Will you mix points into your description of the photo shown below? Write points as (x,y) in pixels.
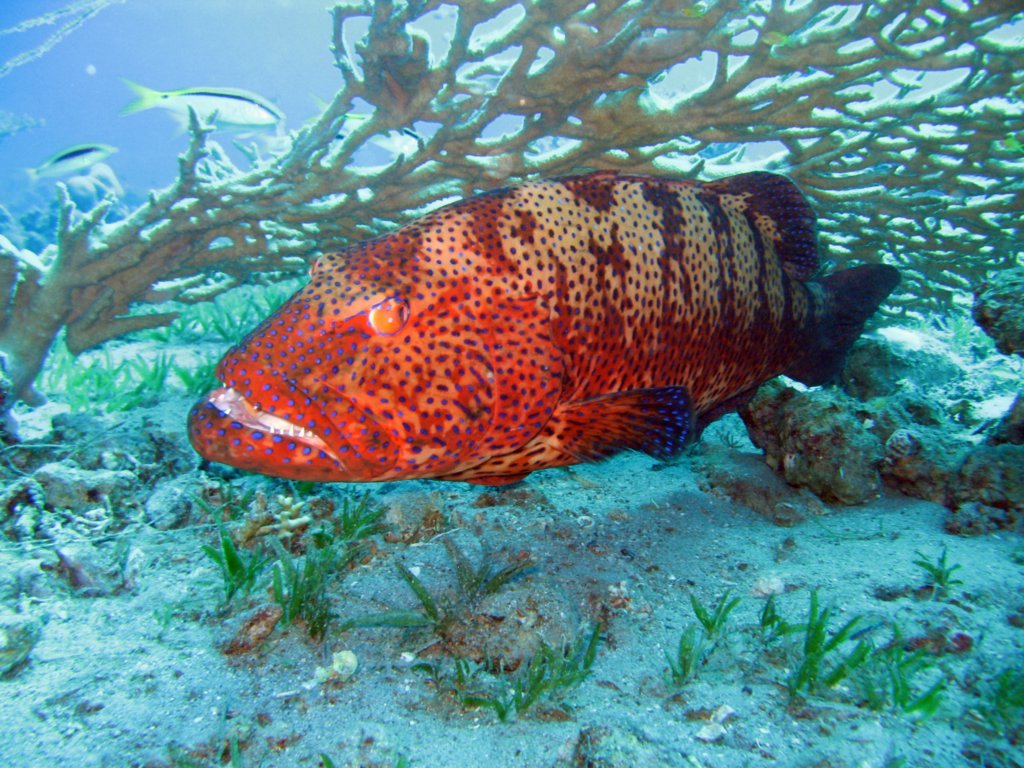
This image has been taken under the water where we can see a fish (447,350) and some aquatic plants (235,321).
